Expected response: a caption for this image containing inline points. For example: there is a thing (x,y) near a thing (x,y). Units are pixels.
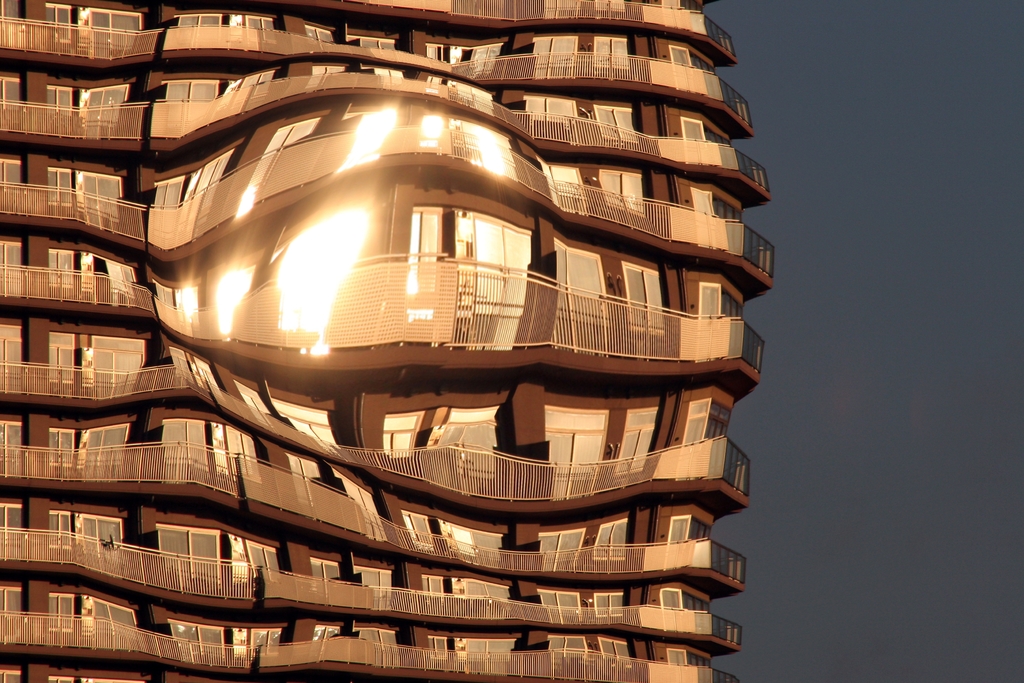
In this image I can see the edited image in which I can see a building (235,431) which is brown and cream in color. In the background (936,228) I can see the sky (902,323).
